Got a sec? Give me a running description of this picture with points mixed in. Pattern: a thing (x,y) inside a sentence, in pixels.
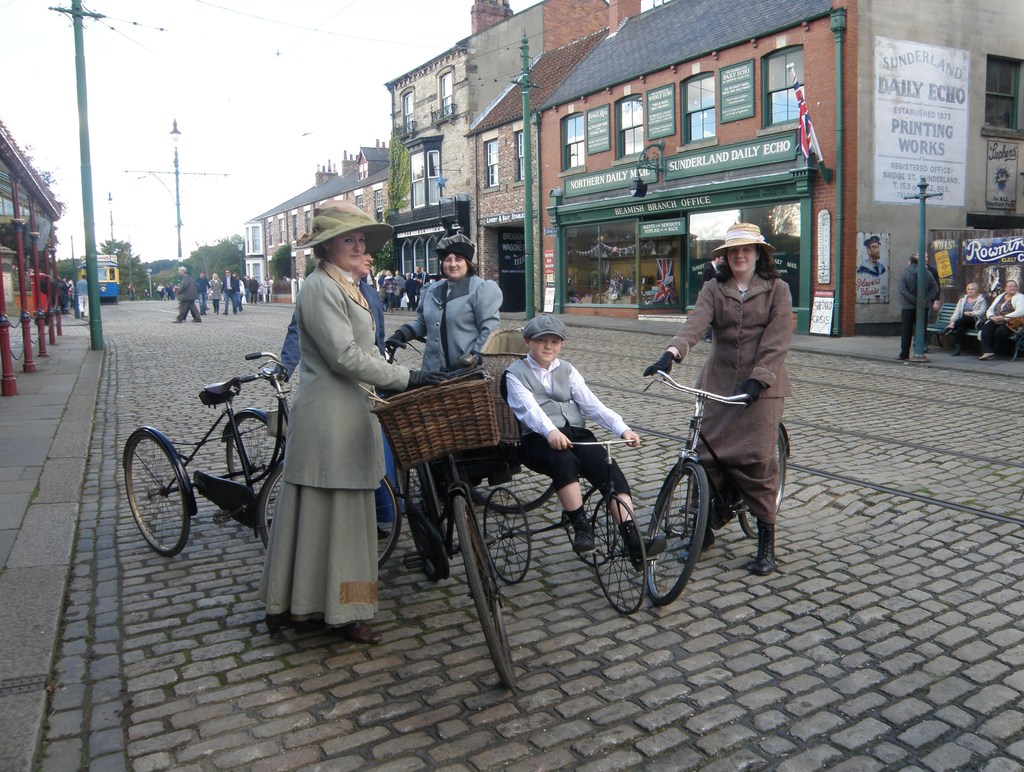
As we can see in the image there are few people (626,538) on road (208,316) some are standing and some are walking. The persons (445,349) standing in the front (748,227) are holding bicycles (253,506) in their hands (428,380). On the right side (747,175) there are few houses (590,146) and buildings (439,173). In the background (200,263) there are trees (155,263) and on the left side (96,271) there is a current pole (80,68) and in the middle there is street lamp (175,174).
